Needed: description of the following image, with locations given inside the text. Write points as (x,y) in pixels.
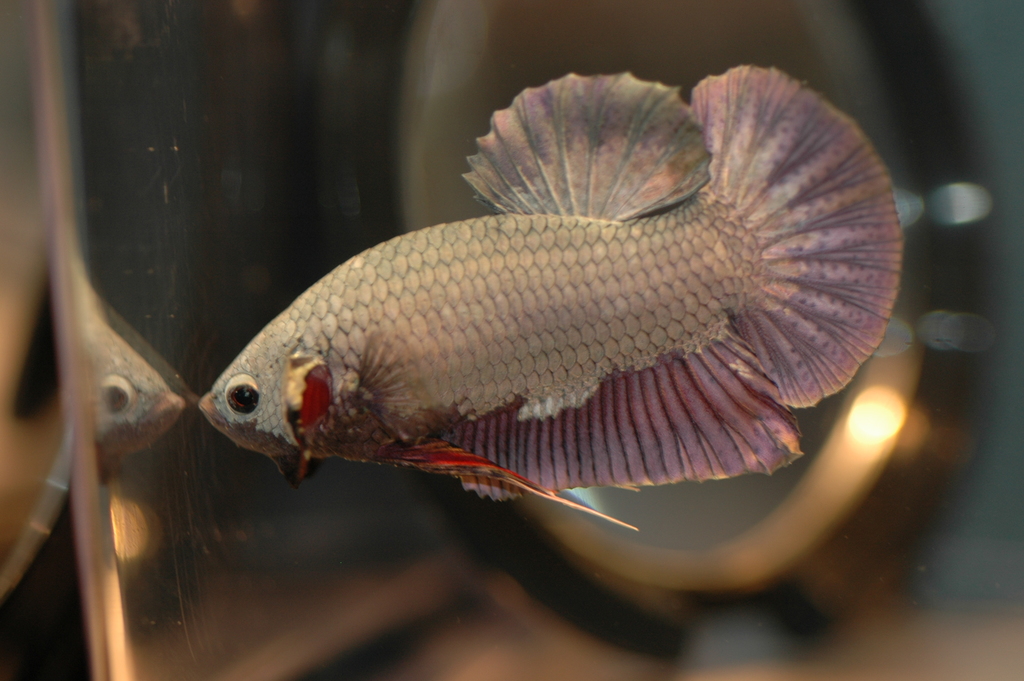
In the image we can see the fish (606,290) and the glass (143,386) and on the glass (128,366) we can see the reflection (98,383) of the fish (352,428). Here we can see the light (868,411) and the background (868,424) is blurred.
